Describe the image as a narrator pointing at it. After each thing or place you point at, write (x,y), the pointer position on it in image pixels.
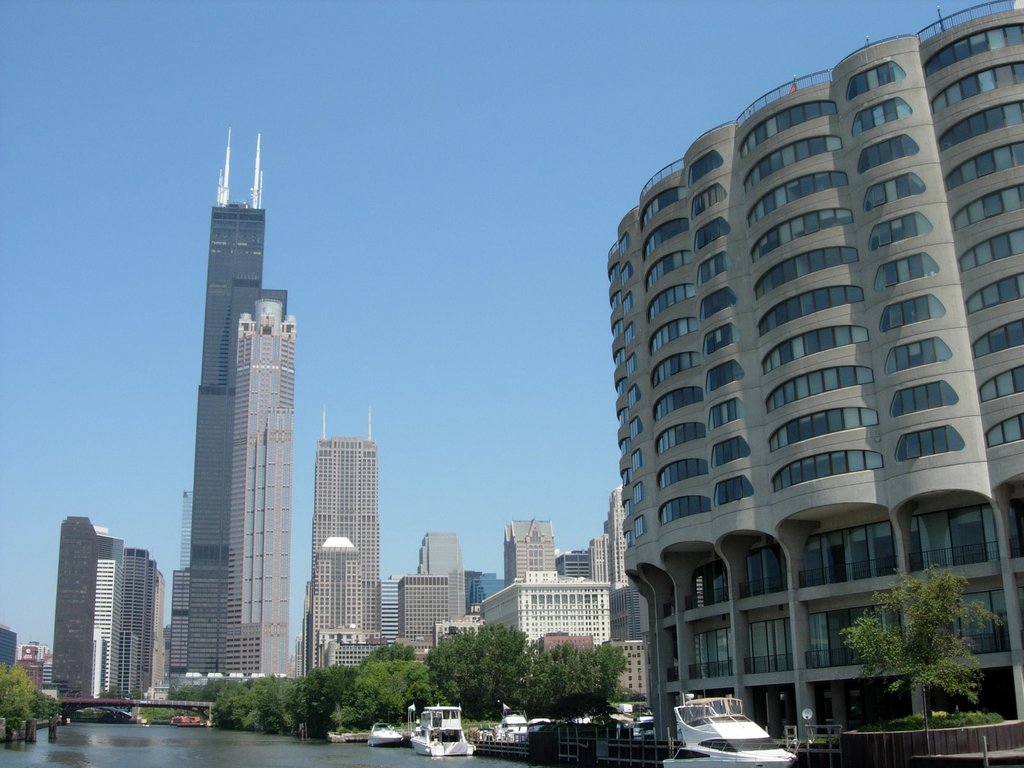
In this picture we can see boats (399,741) above the water (121,741), bridge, trees (461,662), railings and buildings (66,605). In the background of the image (462,338) we can see the sky (446,341).
